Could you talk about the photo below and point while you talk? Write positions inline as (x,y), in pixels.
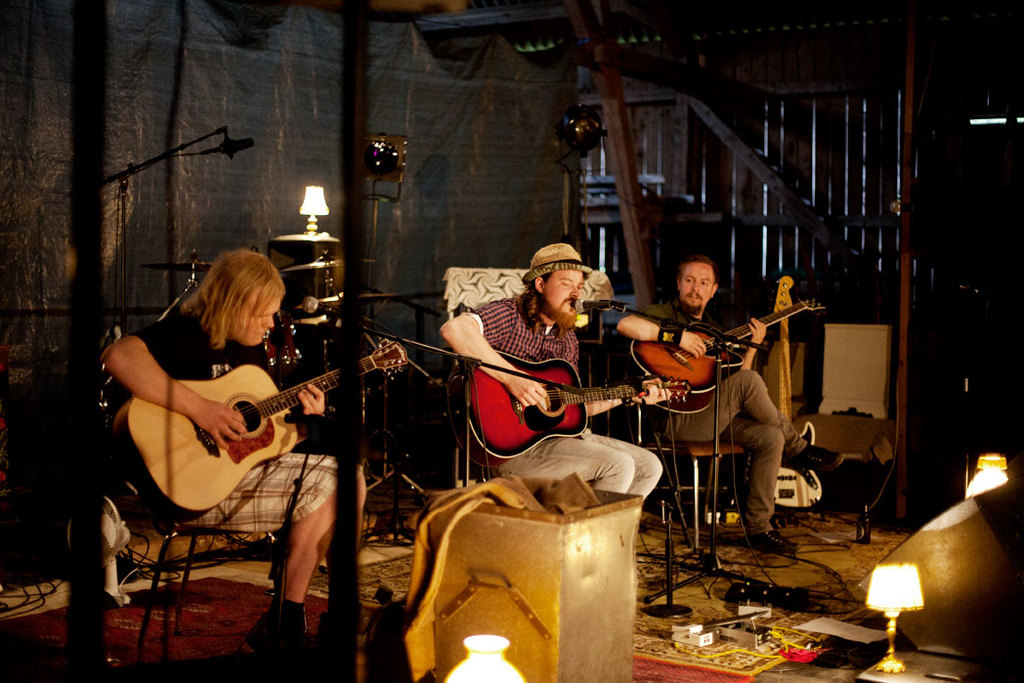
On the background (242,139) we can see a mike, lamp (308,193). Here we can see three men (754,327) sitting on chairs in front of a mike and playing guitars (540,367). This is a floor carpet (733,610).
